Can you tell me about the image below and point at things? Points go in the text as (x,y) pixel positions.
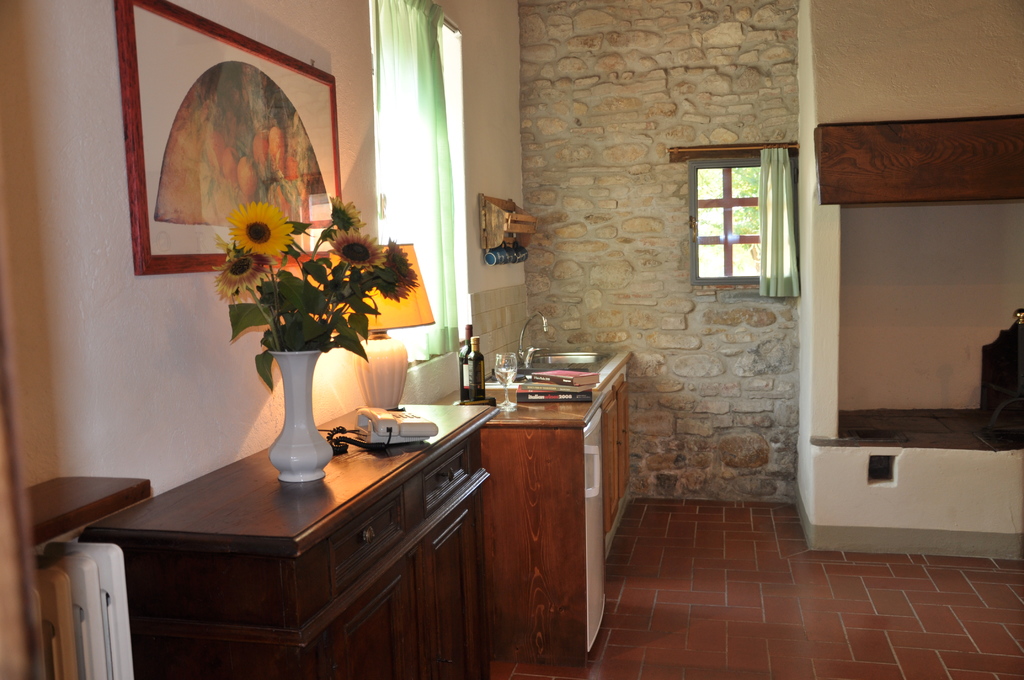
In the left bottom (297,492) and middle there is a table (415,454) on which flower vase (303,444), telephone (401,428), bottles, wash basin (549,364) and books (586,398) are there. The background wall (53,249) is white in color on which wall painting (264,182) is there. A window (425,136) visible on which curtain (433,186) is there. In the middle (561,246) wall (704,92) is of stones (609,186) and a window (743,265) is visible. This image is taken inside a house (862,471).
